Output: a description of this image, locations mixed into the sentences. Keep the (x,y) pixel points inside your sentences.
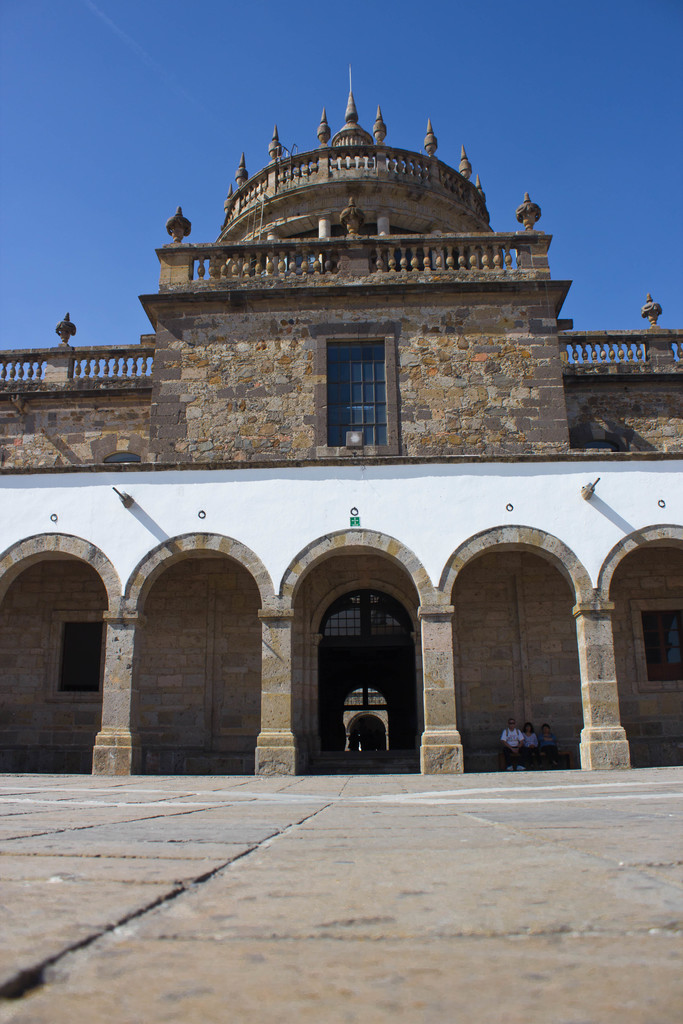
In the center of the image (342,569) we can see a building (166,566) with some windows (384,375), arches (145,560) and railing (564,348). On the right side of the image (517,754) we can see a group of people (537,744). In the background (543,56), we can see the sky (184,73).
